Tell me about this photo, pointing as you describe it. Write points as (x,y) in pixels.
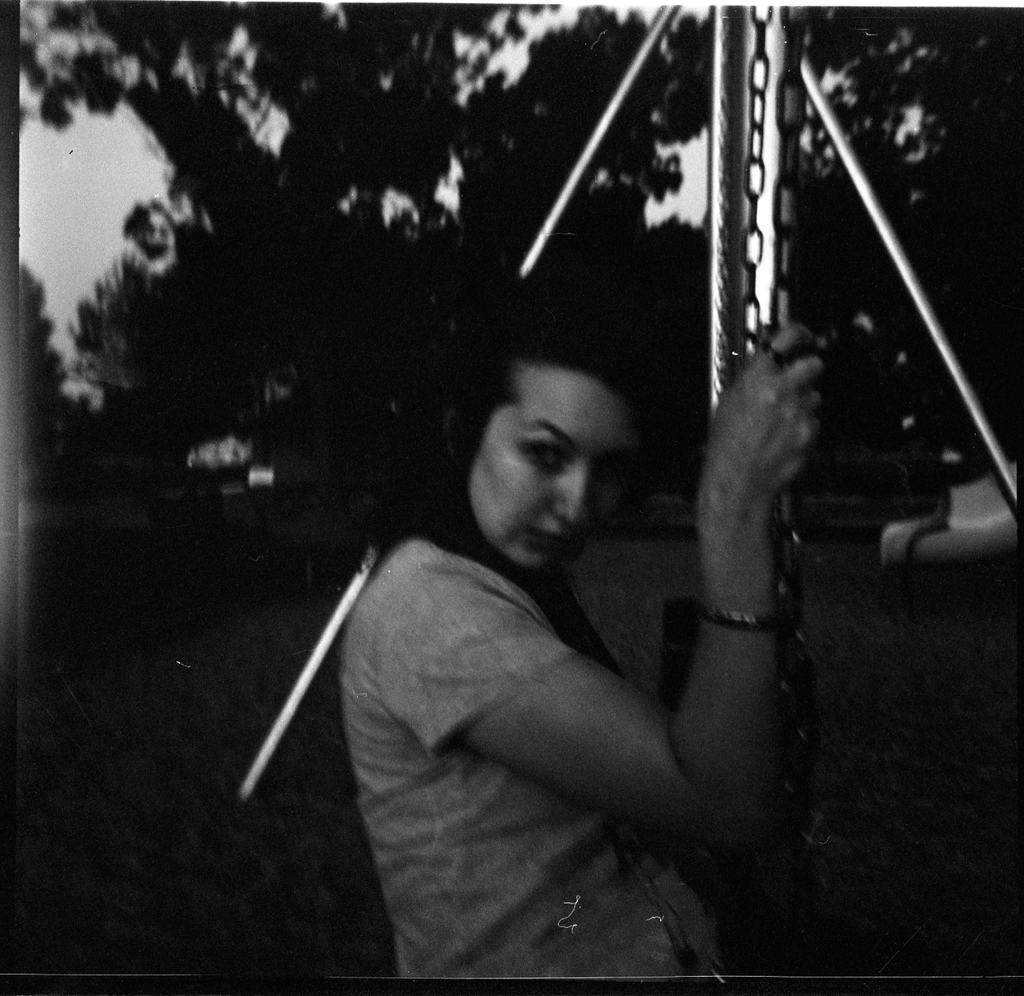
Here in this picture we can see a woman (562,535) present over a place and she is holding chains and we can see plants (324,468) and trees (305,411) present over there and we can see the sky (515,83) is cloudy.
